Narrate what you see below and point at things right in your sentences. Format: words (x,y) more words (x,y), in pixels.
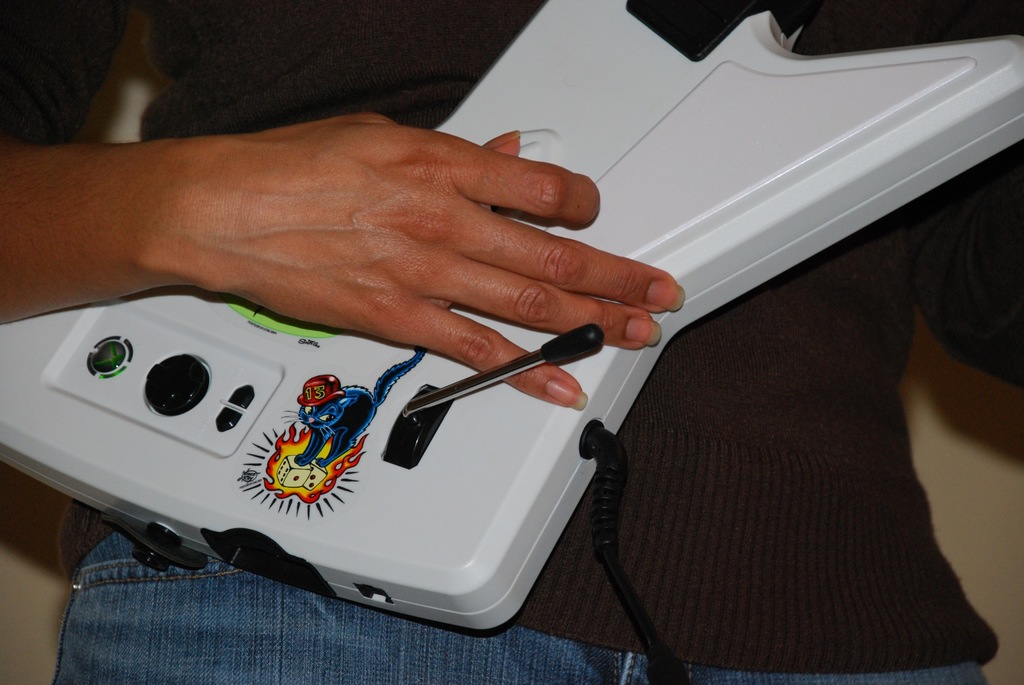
In this picture there is a man (745,518) who is holding a white object (696,130). On the white object (262,452) I can see the sticker of a cat (320,446), beside that I can see some buttons (240,419) I can see the wall (29,569).
